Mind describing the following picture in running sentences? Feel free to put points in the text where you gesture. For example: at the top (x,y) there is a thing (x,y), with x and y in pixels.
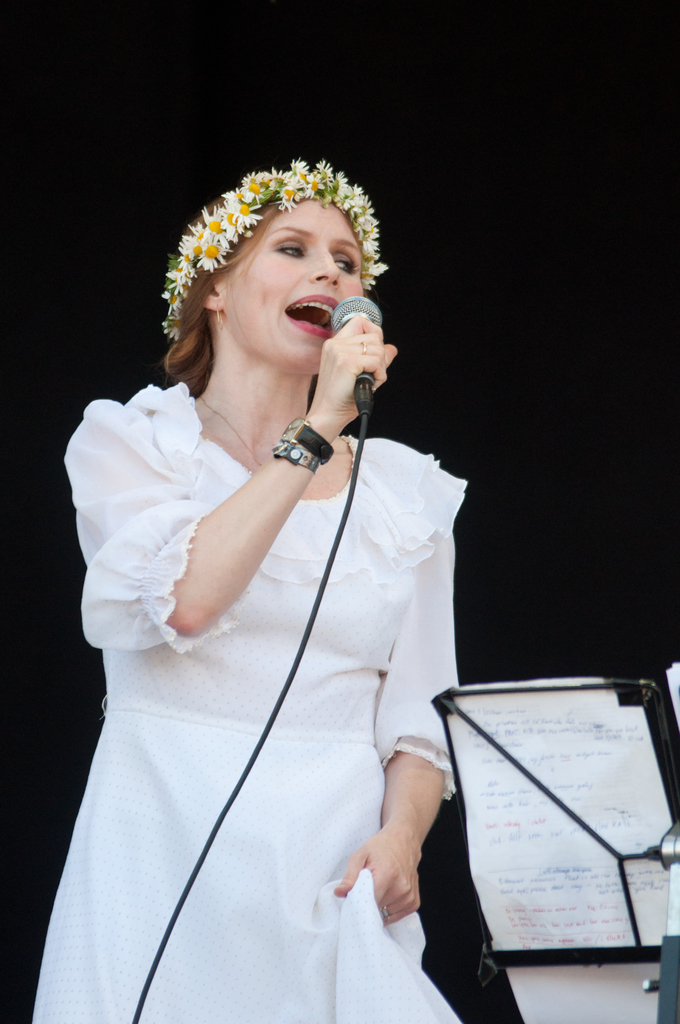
In this image there is a women (278,574) wearing white dress (205,507) and holding mic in her hand (333,373), she is singing in front (568,842) there is a board (580,955) on that board (618,689) there is a paper (584,770), in the background (593,654) it is black.
